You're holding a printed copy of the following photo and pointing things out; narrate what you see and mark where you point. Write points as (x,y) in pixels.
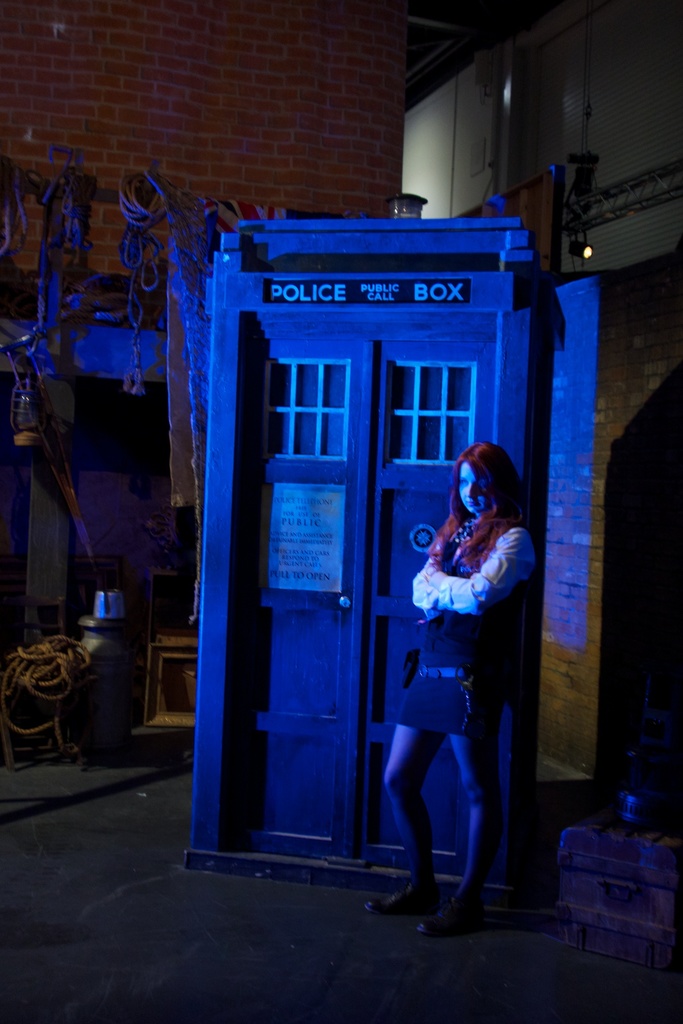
In this picture there is a woman (481,593) who is standing near to the door (361,549). In the back (55,140) I can see the buildings (578,146). On the left (108,632) I can see the ropes (30,653), bucket (93,653), pot (101,643) and table (39,636). At the top (202,107) I can see the brick wall (240,93).
